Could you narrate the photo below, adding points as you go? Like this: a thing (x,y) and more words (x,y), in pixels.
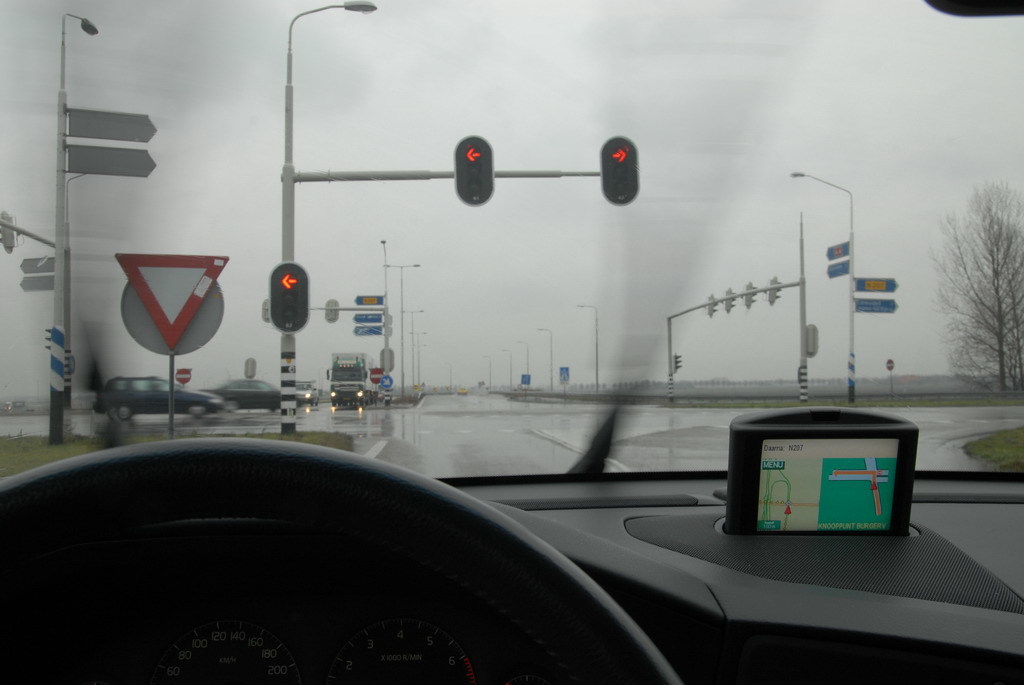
In the foreground of this image (681,572), on the bottom (563,574), there is steering (606,606) and the dash board (640,505). Through the glass (533,305) of the car (559,485), we can see many sign boards (364,329), light poles (404,265), traffic signal poles (291,210), road (482,439), vehicles (355,394) moving on the road (404,412), a tree (999,363) on the right (1004,338) and the sky (574,65) on the top (648,63).
